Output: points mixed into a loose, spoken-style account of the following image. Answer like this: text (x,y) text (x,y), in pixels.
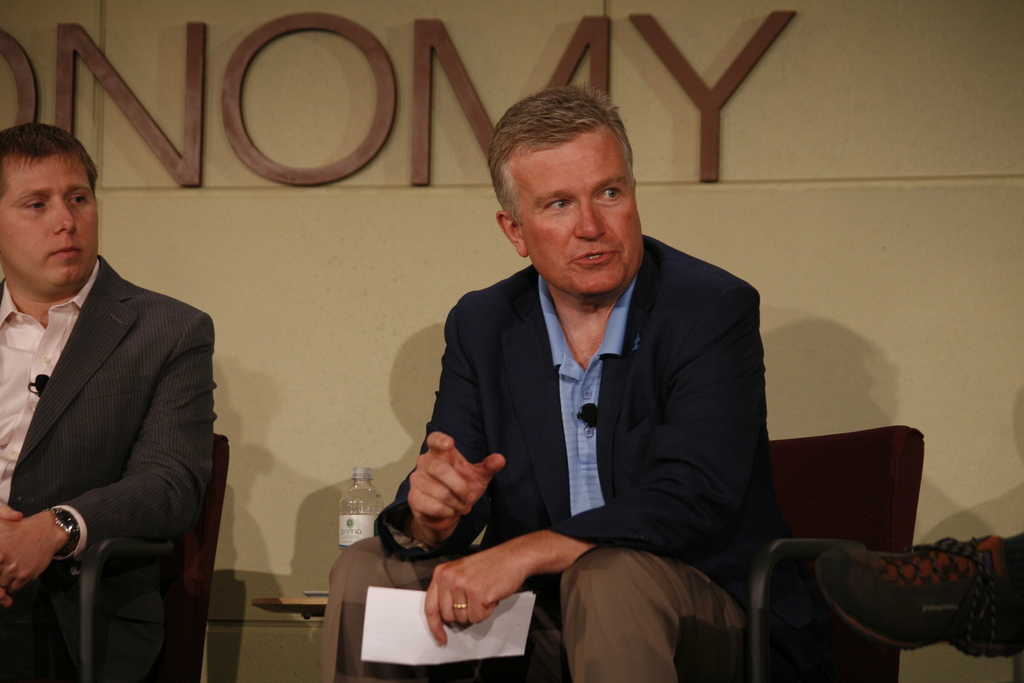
In this image I can see a man (689,502) sitting on the chair (834,490), holding a paper (473,624) and talking. At the left corner of the image (68,426) I can see another person (80,563) sitting on a chair (85,586). He is wearing suit (83,492) and wrist watch (66,519). I can see a water bottle (350,517) placed on a table (319,608). At the right corner of the image (909,585) I can see a shoe (967,601). At background (100,56) I can see letters (203,78) which are attached to the wall (749,78).
